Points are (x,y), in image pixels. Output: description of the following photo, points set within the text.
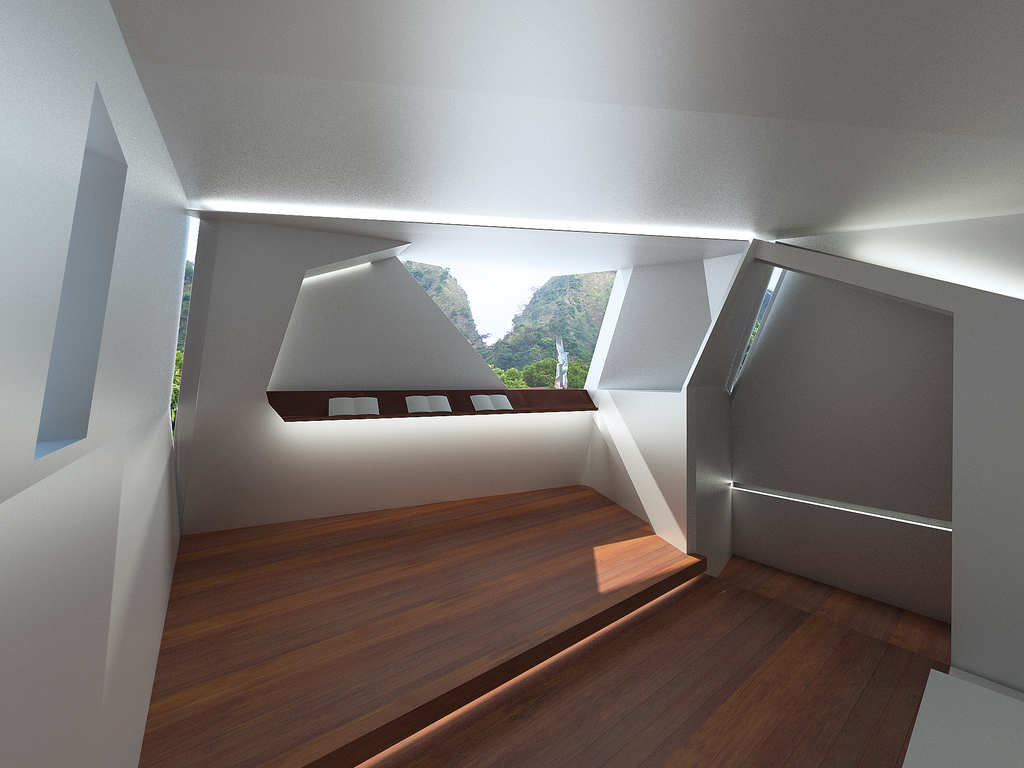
This is the inside picture of the building (546,412). In this image there are books (337,412) on the platform (387,405). There is a wall (146,580). At the bottom of the image (310,555) there is a floor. There is a window (560,302) through which we can see trees (549,295) and sky (484,315).
